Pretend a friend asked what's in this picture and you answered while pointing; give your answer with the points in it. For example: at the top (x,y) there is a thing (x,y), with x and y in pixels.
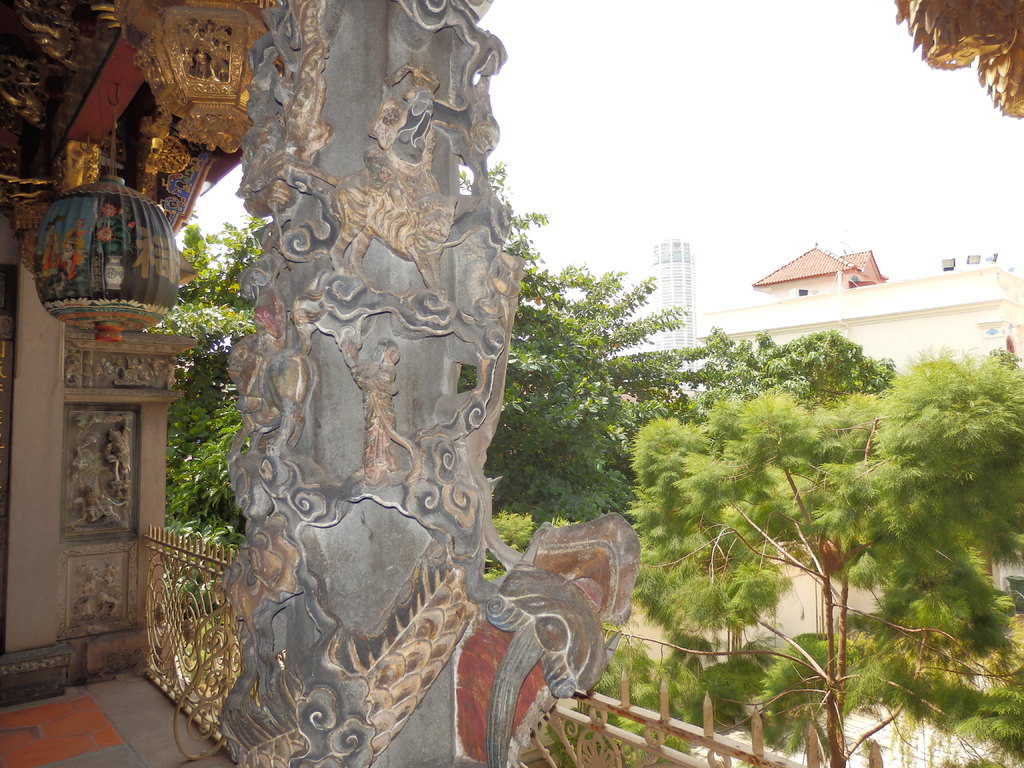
In the foreground (404,546) there are decorative items (177,51), a lantern (97,291) with painting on it, railing (176,600), sculptures (99,447) and tiles (96,728). In the center of the picture (555,440) there are trees (845,442). In the background (840,264) there are buildings (779,299).
